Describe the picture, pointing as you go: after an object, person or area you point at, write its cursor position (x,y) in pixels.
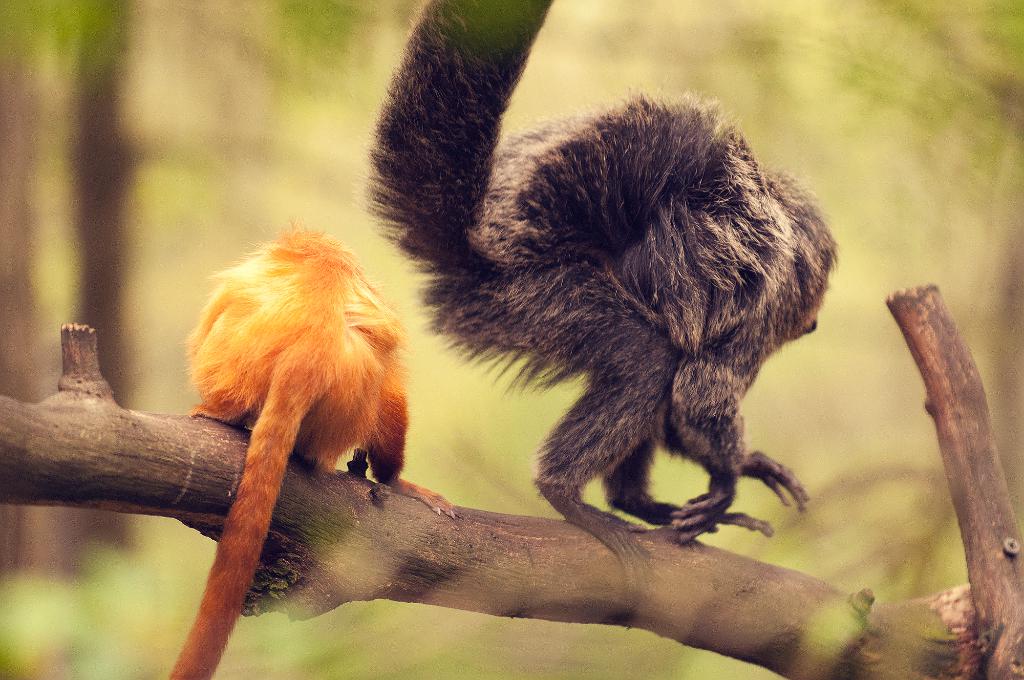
In this image there are animals (391,373) in the front (615,332) standing on the branch (527,559) of a tree (463,546) and the background (943,223) is blurry.
